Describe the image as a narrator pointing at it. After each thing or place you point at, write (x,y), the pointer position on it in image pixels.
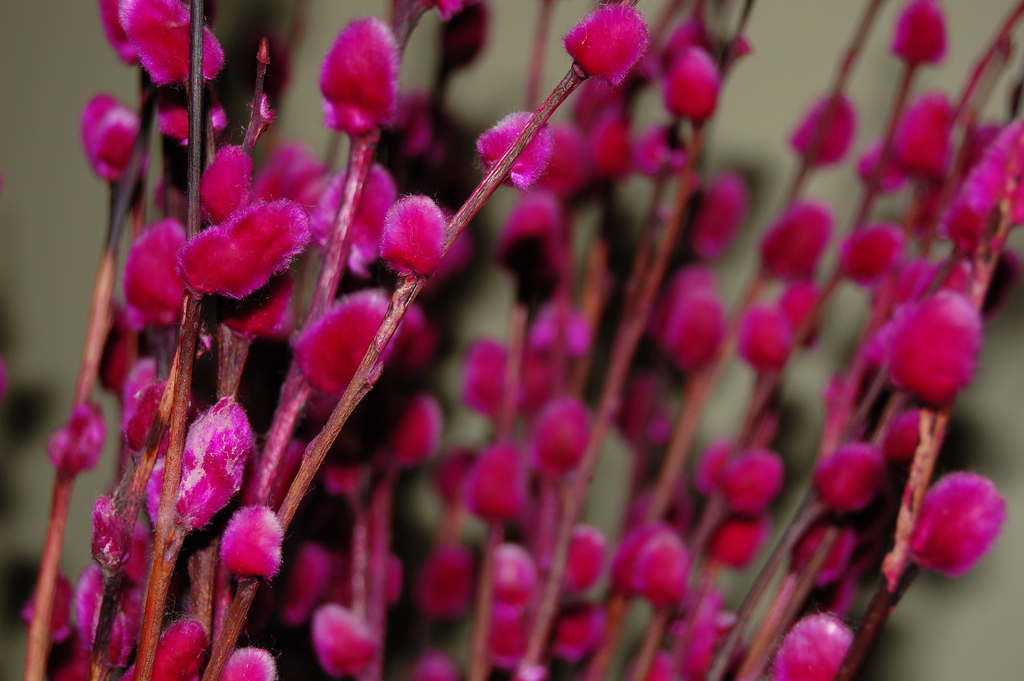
Here in this picture we can see flowers (494,363) on the branches (357,376) present over there.
